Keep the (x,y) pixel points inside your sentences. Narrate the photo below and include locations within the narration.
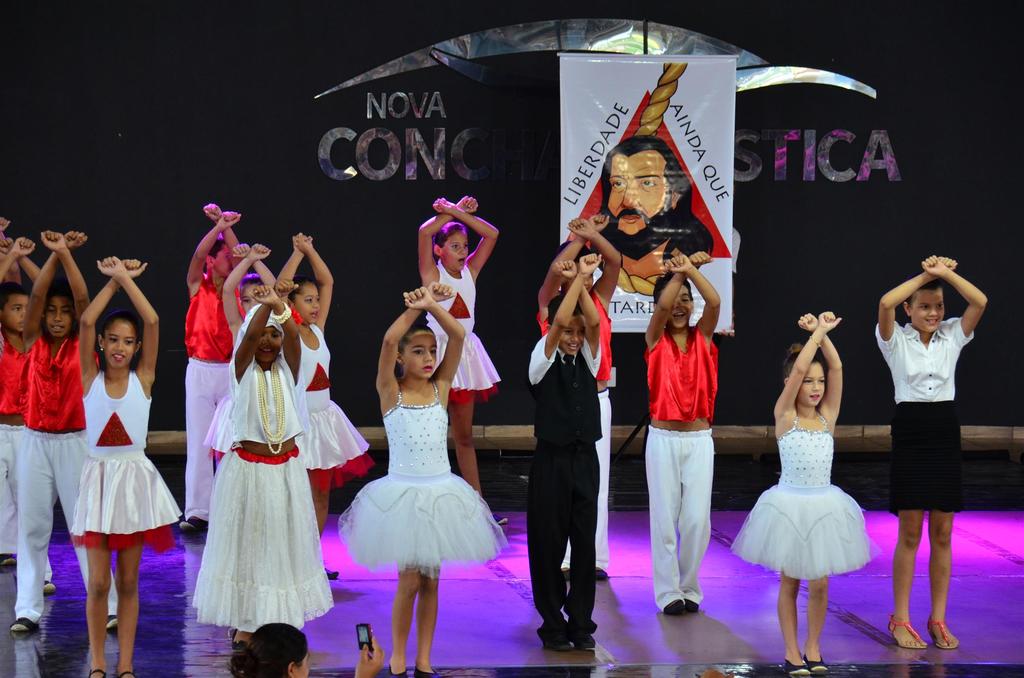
In this image I can see a person (282,641) holding a camera (369,641) in her hand (375,662) and the stage (376,625). On the stage (375,590) I can see number of children (399,560) wearing white, red and black colored dresses (243,405) are standing. In the background (161,193) I can see the black colored surface (166,116) and a banner (620,109) which is white, red and black in color.
